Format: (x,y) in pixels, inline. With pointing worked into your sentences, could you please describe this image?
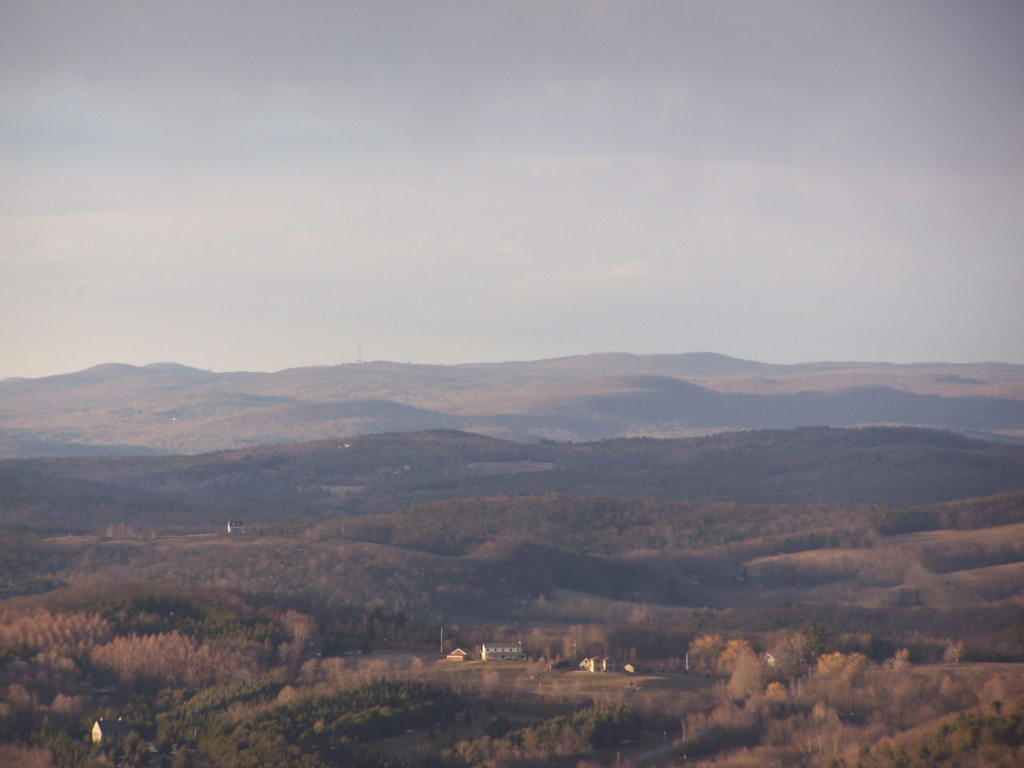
In this picture we can see some trees (460,711) here, there is a building (493,648) here, we can see the sky (436,202) at the top of the picture (403,173).
